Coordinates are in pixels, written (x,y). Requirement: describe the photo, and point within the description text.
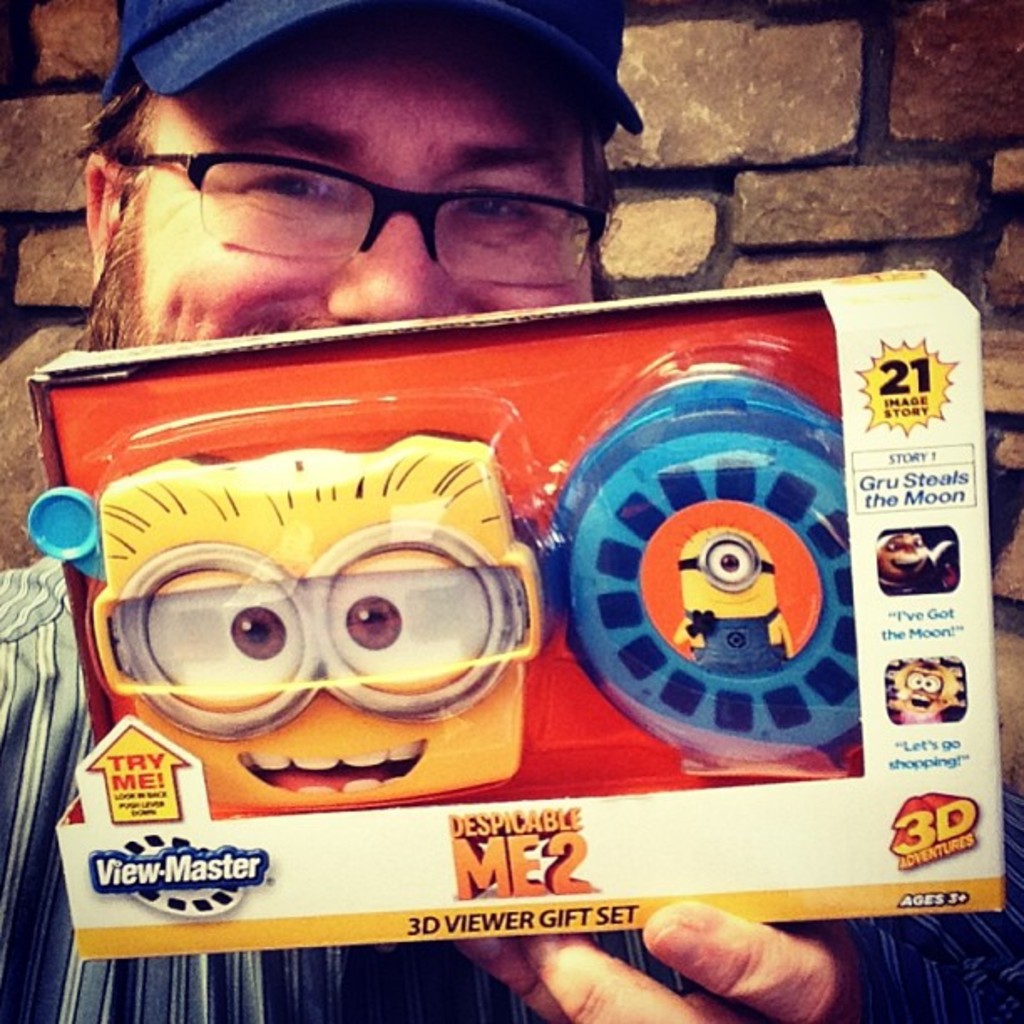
In this image we can see one person (352,121) holding an object (344,391) and there is a brick wall (901,154) in the background (679,195).
